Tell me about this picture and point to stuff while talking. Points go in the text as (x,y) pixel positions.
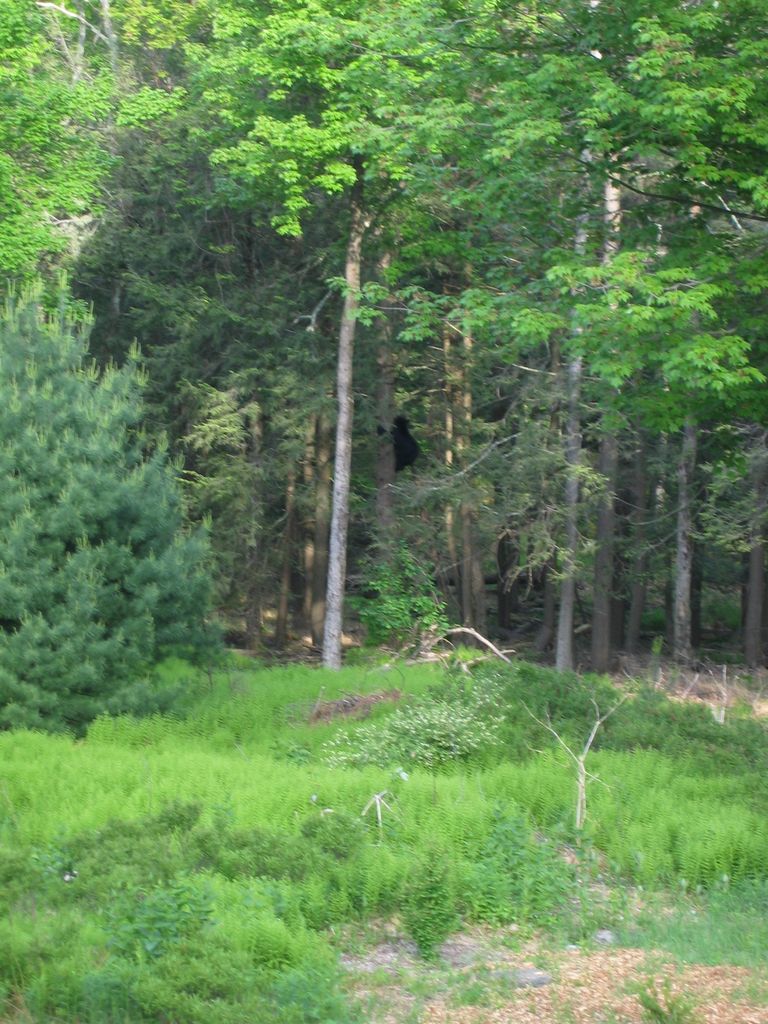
In this image there is grass (224,999), plants (697,846), trees (523,233).
